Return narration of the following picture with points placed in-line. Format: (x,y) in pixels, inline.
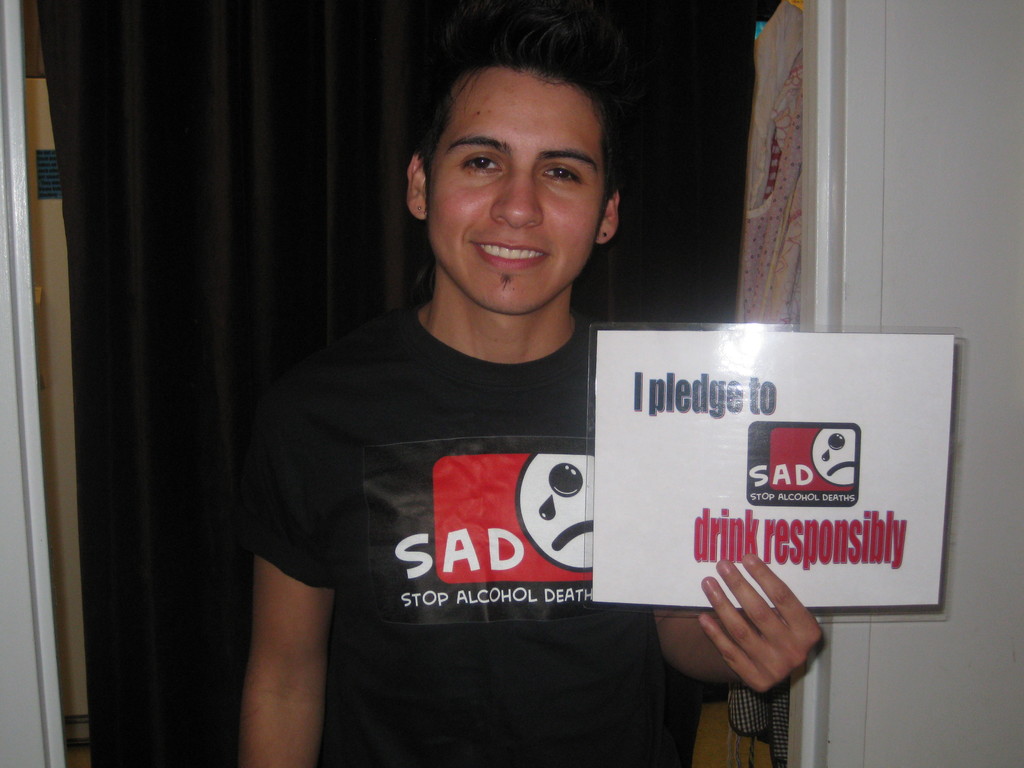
In the image in the center (555,512) we can see one person (532,599) standing and holding banner (822,546). On banner (651,459), it is written as "I Pledge To SAD Drink Responsibly". And he is smiling, which we can see on his face (604,239). In the background (754,202) there is a wall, cloth (763,254), door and few other objects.
